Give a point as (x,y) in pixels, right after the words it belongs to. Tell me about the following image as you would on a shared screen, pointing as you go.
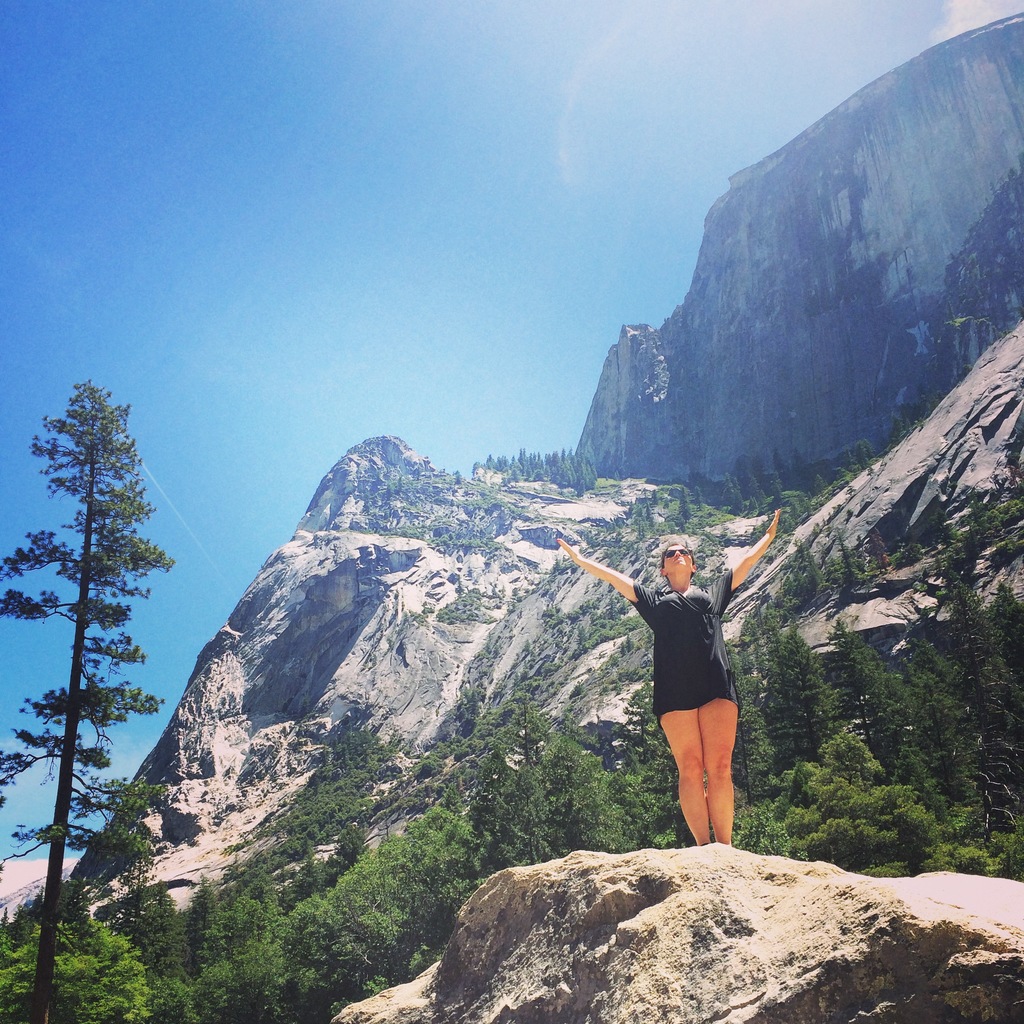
In the picture I can see a woman (700,595) standing on the rock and she is wearing the black color clothes (682,601). In the background (671,499), I can see the mountains (644,541) and trees (846,859). There are clouds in the sky (352,235).
